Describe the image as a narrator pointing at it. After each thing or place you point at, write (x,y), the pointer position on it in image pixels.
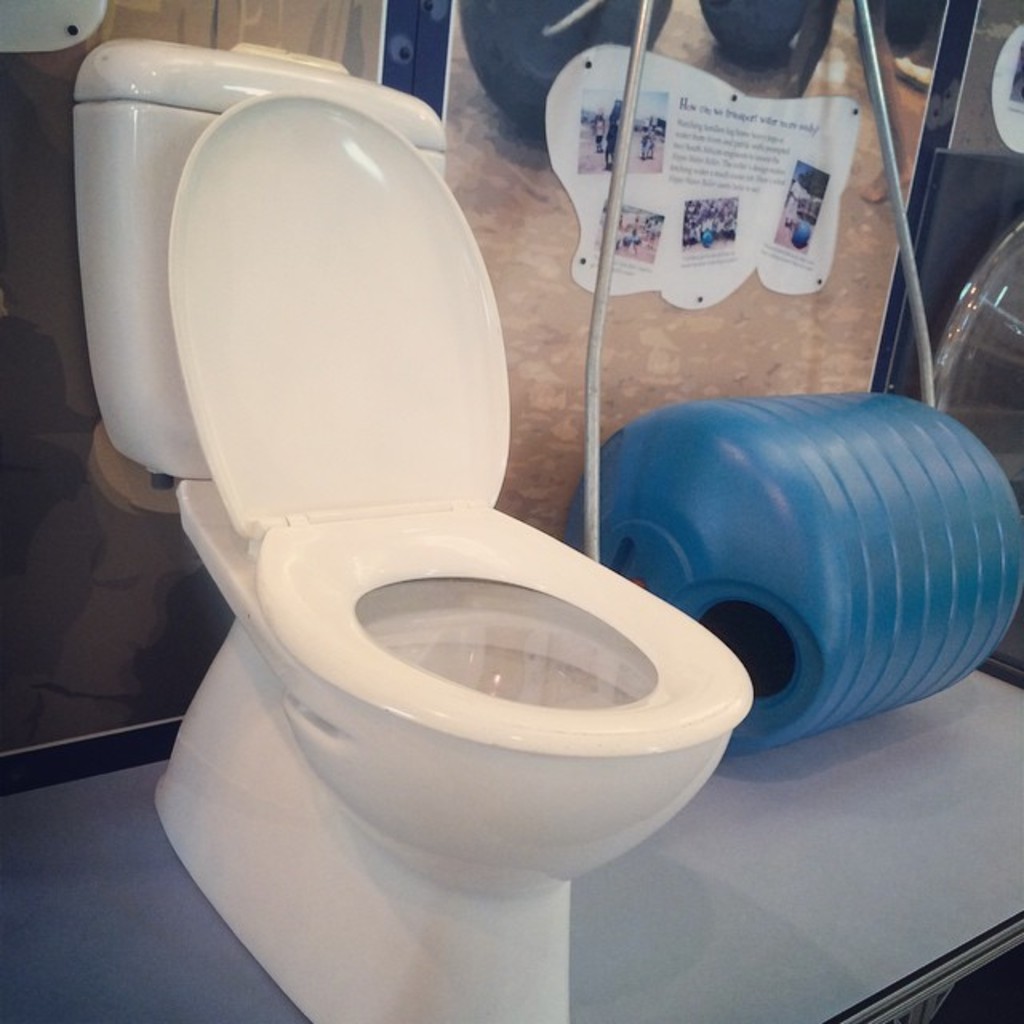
This image is clicked in exhibit. There is a toilet (366,541) in the middle (440,551). There is a drum (704,525) on the right (810,528). It is in blue color. There is something pasted at the top (577,150).
